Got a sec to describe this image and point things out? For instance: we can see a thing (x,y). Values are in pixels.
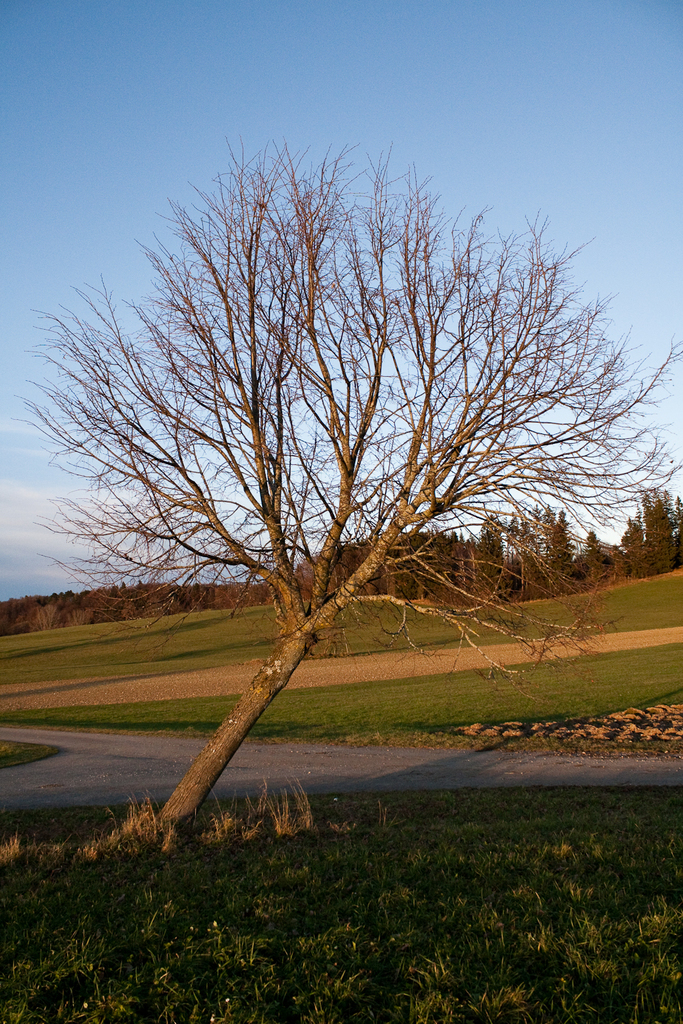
In this image I can see a dried tree (471,617). Background (557,699) I can see grass (474,626) and trees (493,582) in green color and the sky (308,114) is in blue and white color.
